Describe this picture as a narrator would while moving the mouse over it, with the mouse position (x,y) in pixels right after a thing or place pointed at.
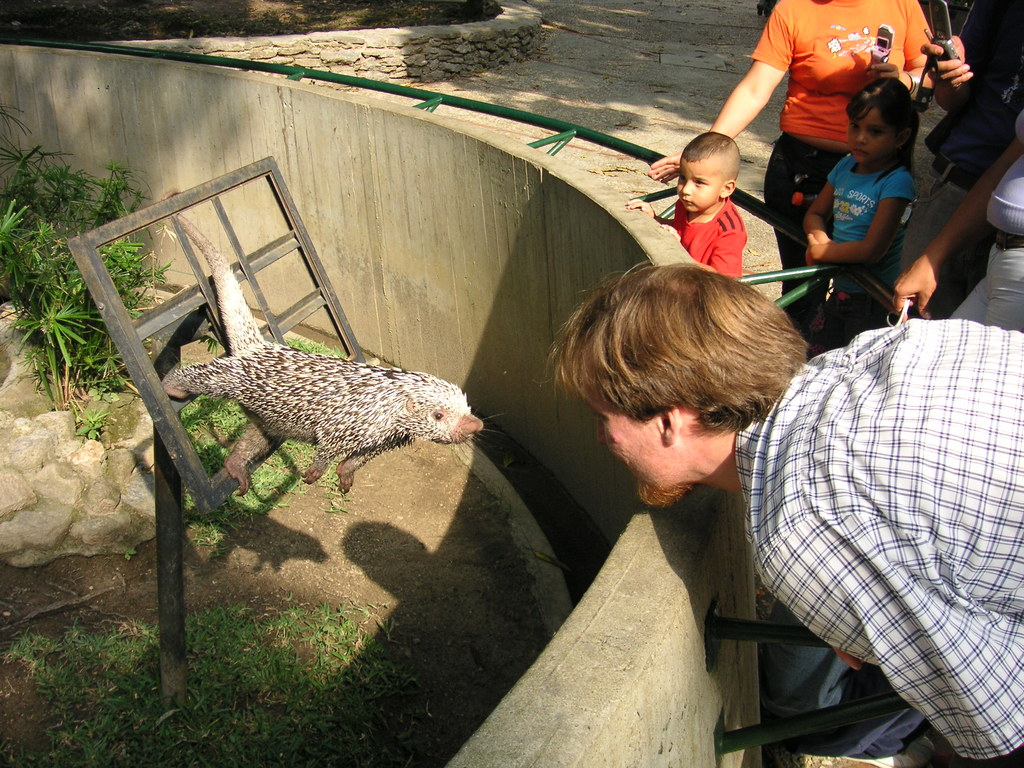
In this image I can see an animal (266,356) is on the stand (168,422). In front (802,505) I can see few people (837,484). They are seeing the animal (471,427). He is wearing white and blue color shirt (914,494). The person (945,80) is holding mobile (946,46). We can see a green color rod (808,285) around the wall (654,263). We can see small plants (73,260).
